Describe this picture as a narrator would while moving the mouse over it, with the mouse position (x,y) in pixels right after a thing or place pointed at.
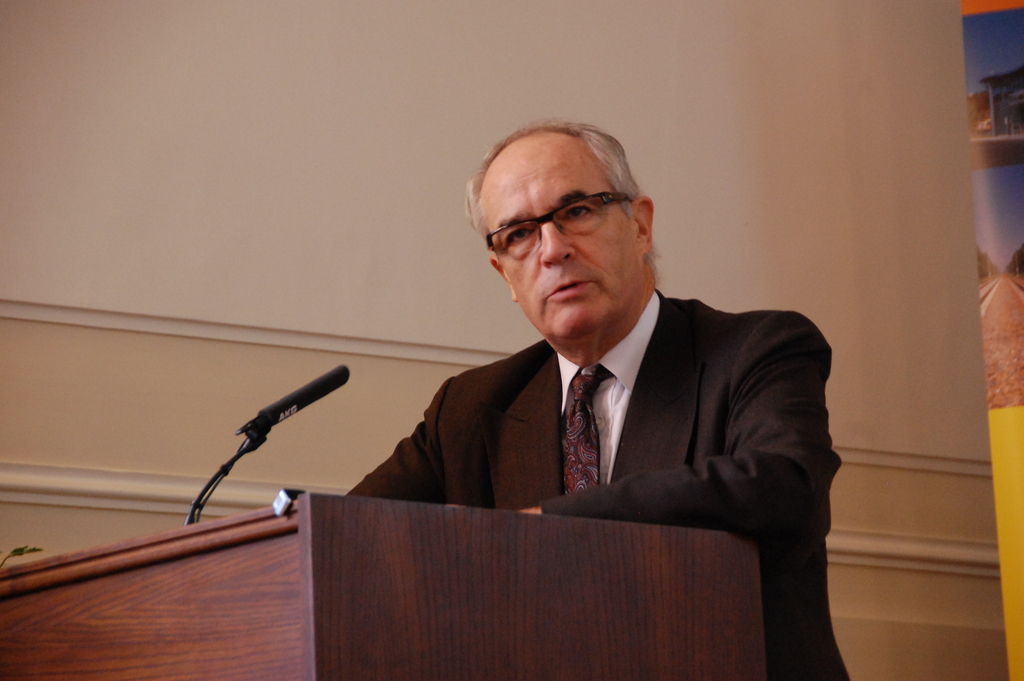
In the picture we can see a person (671,409) wearing suit (647,411), also spectacles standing behind wooden podium (505,577) on which there is microphone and in the background (228,152) there is a wall (271,258).
